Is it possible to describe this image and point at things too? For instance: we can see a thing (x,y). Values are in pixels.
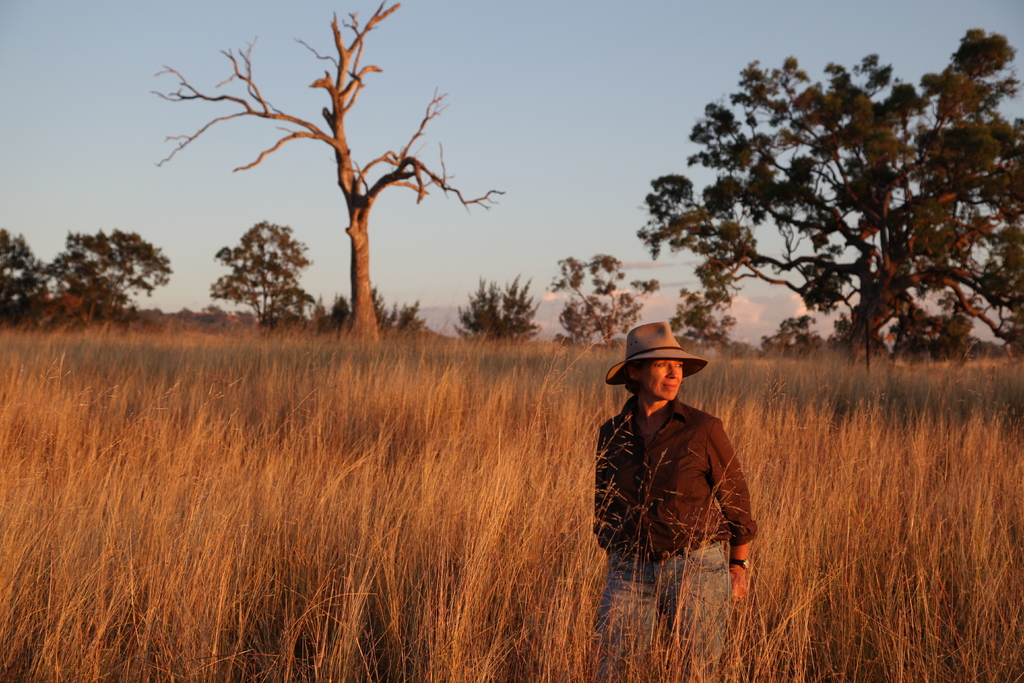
In the foreground of the picture (251,561) we can see a field (451,473) and a woman (676,463). In the middle (599,312) there are trees (241,285). At the top (555,158) there is sky (591,149).
